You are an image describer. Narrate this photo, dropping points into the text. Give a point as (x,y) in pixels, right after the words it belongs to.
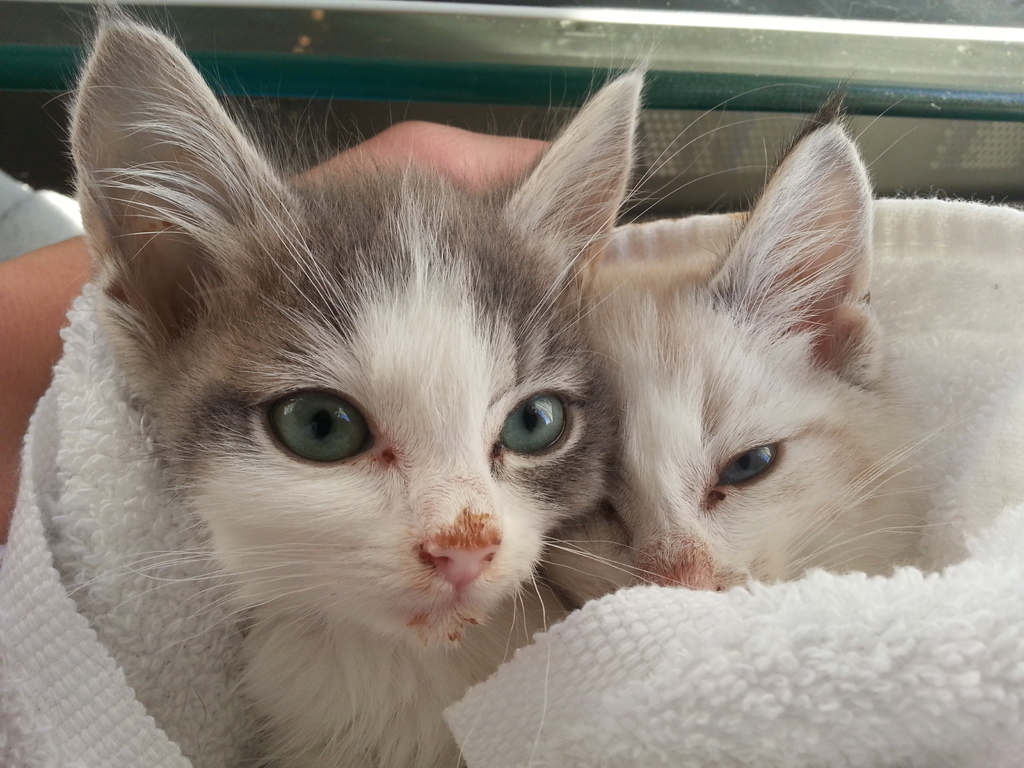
In this image we can see two cats (680,483) in a white cloth (69,437). Behind the cats (405,367) we can see a hand (432,163) of a person (441,128). At the top (454,66) we can see a truncated object (461,82).
